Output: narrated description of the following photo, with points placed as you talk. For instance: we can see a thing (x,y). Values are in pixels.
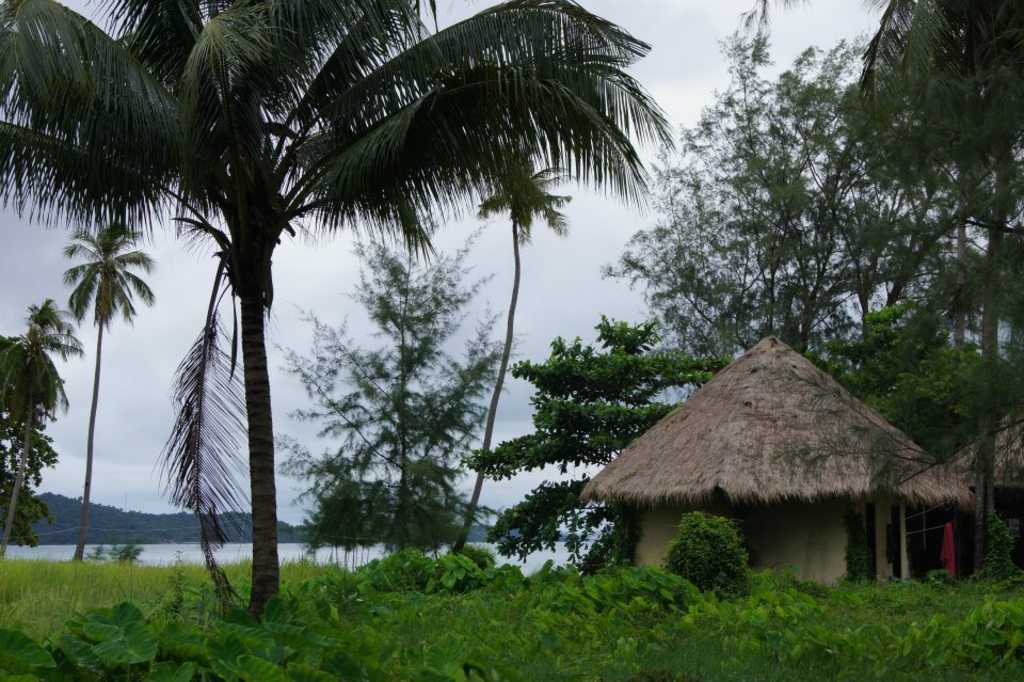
This picture shows couple of huts (962,501) and we see trees (975,481), plants (189,624) and grass (73,606) on the ground (99,579) and water (499,562) and a cloudy Sky (561,185).
